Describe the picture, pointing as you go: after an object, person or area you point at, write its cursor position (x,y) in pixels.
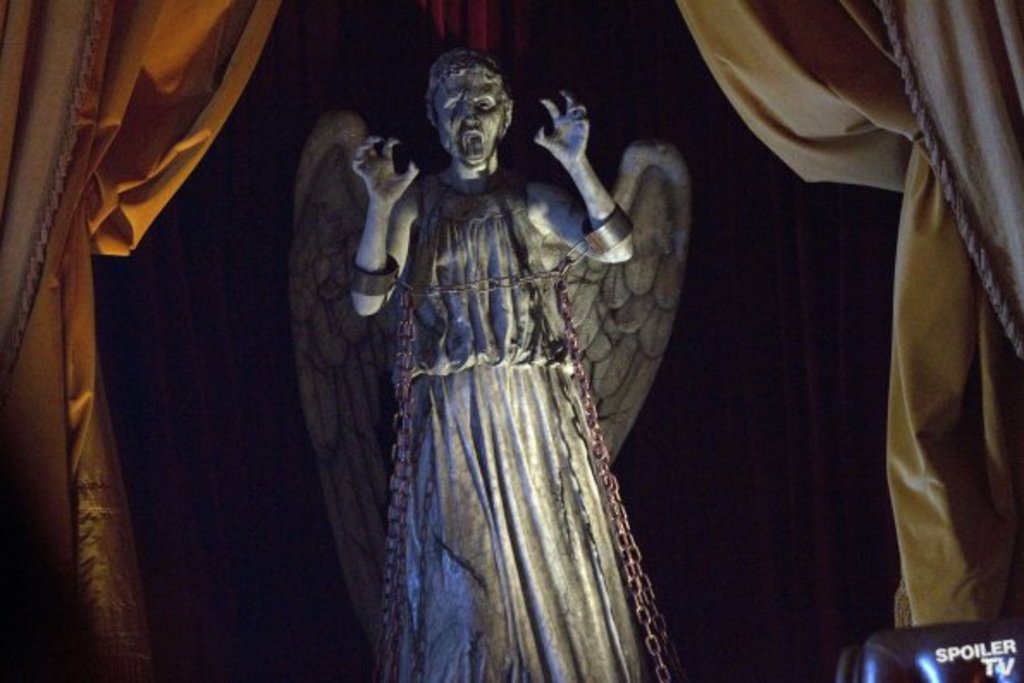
In this image, It looks like a sculpture (360,395) with an iron chain (432,286). On the left (161,192) and right sides of the image, these are the curtains (826,83) hanging. At the bottom right side of the image (994,675), I can see the watermark (1014,668).
